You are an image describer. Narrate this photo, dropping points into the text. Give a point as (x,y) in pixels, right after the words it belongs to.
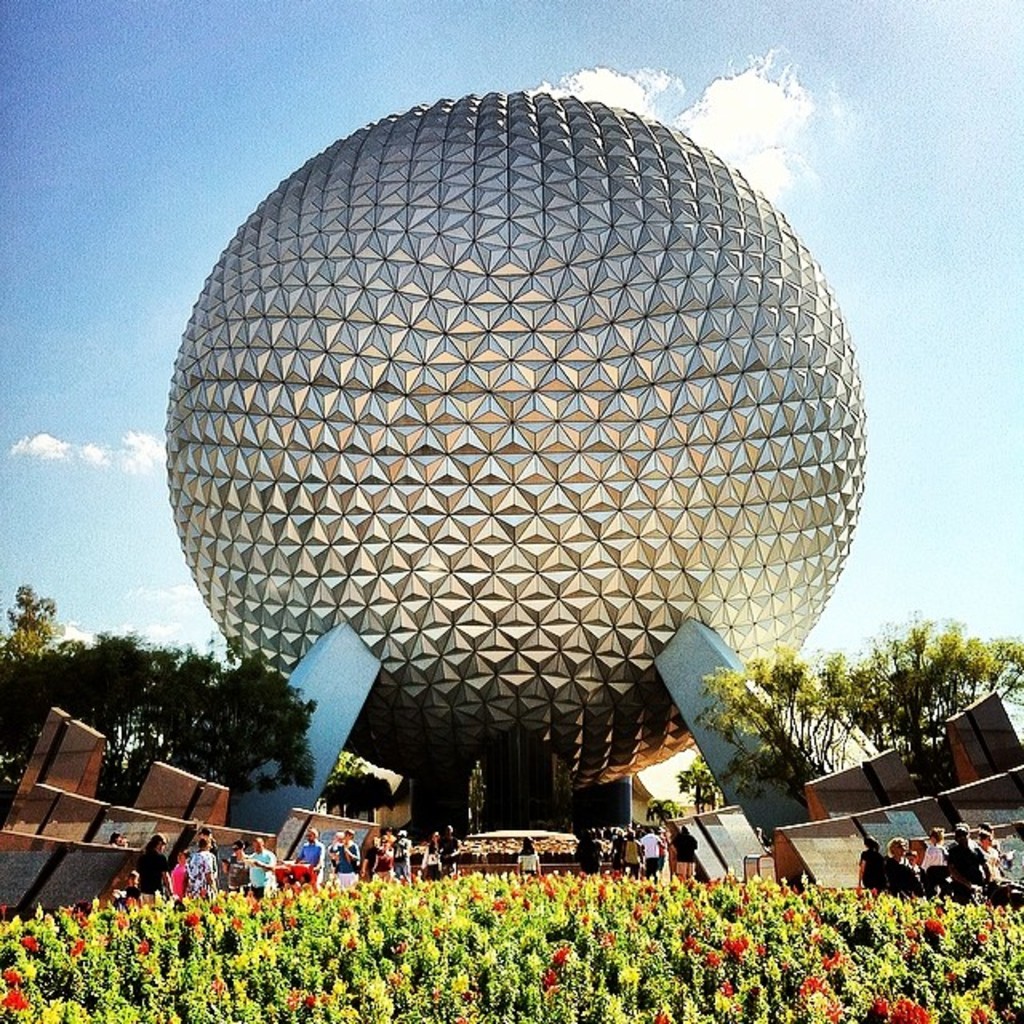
There is a metal ball (530,659). Here we can see trees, plants (688,920), flowers (907,914), and few persons (988,841). In the background (220,81) there is sky (769,73) with clouds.
